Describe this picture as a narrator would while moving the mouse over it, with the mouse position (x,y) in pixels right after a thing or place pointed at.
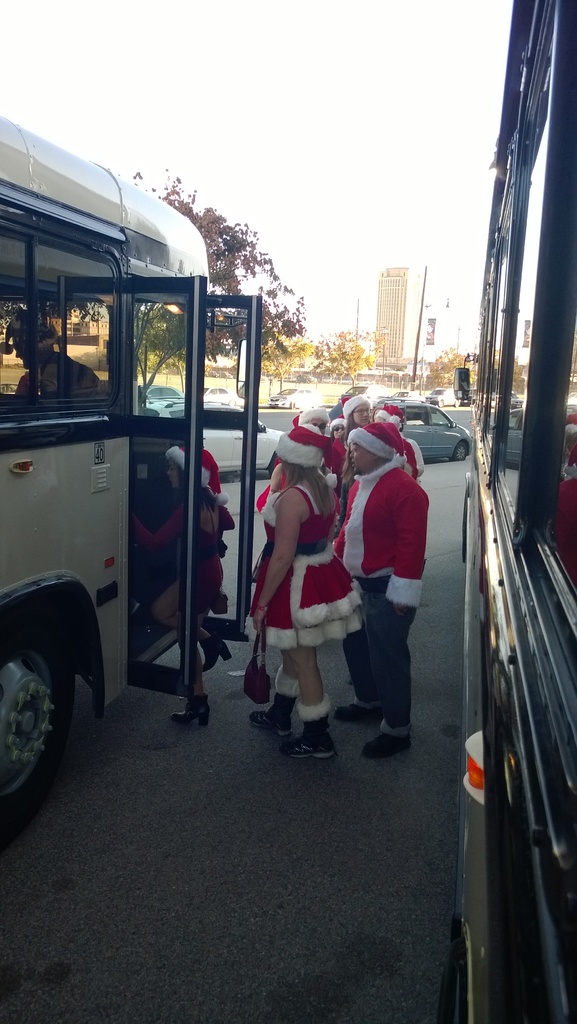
These people (296,534) are standing and there is a person (40,366) inside a vehicle (40,420) and we can see vehicles (549,658) on the road (439,792). In the background (461,308) we can see trees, building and sky (232,202).
